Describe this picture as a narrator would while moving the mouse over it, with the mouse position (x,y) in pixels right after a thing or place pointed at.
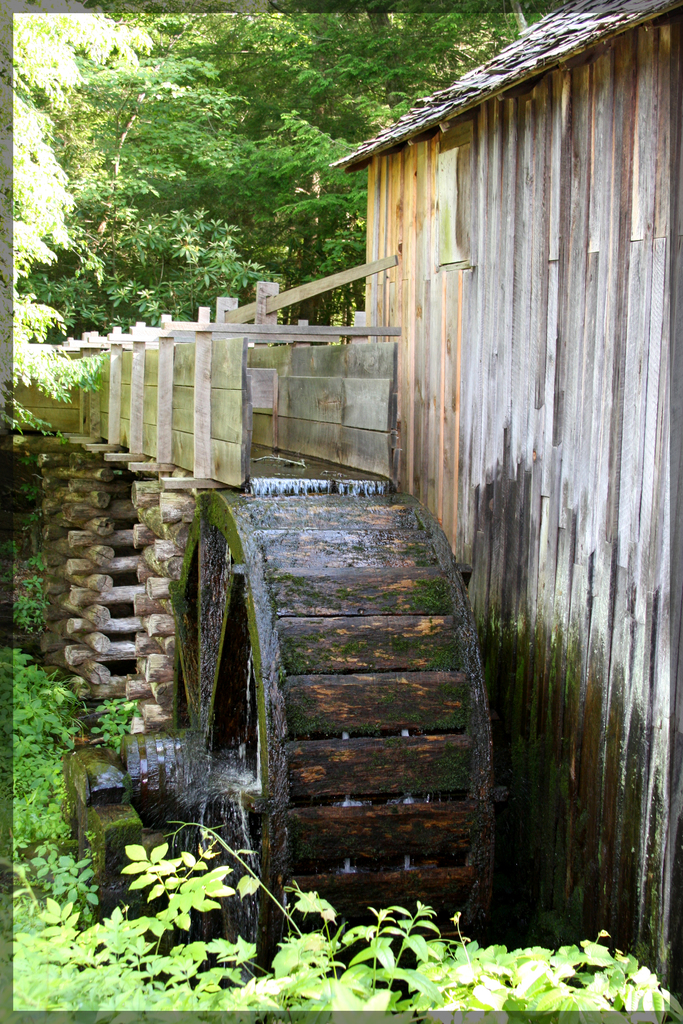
In the foreground of this image (314,963), at the bottom (203,989) and top, there is greenery (31,924). In the middle (326,462), there is wooden wall (479,430) and water (315,464) flowing onto the wheel (352,687).
